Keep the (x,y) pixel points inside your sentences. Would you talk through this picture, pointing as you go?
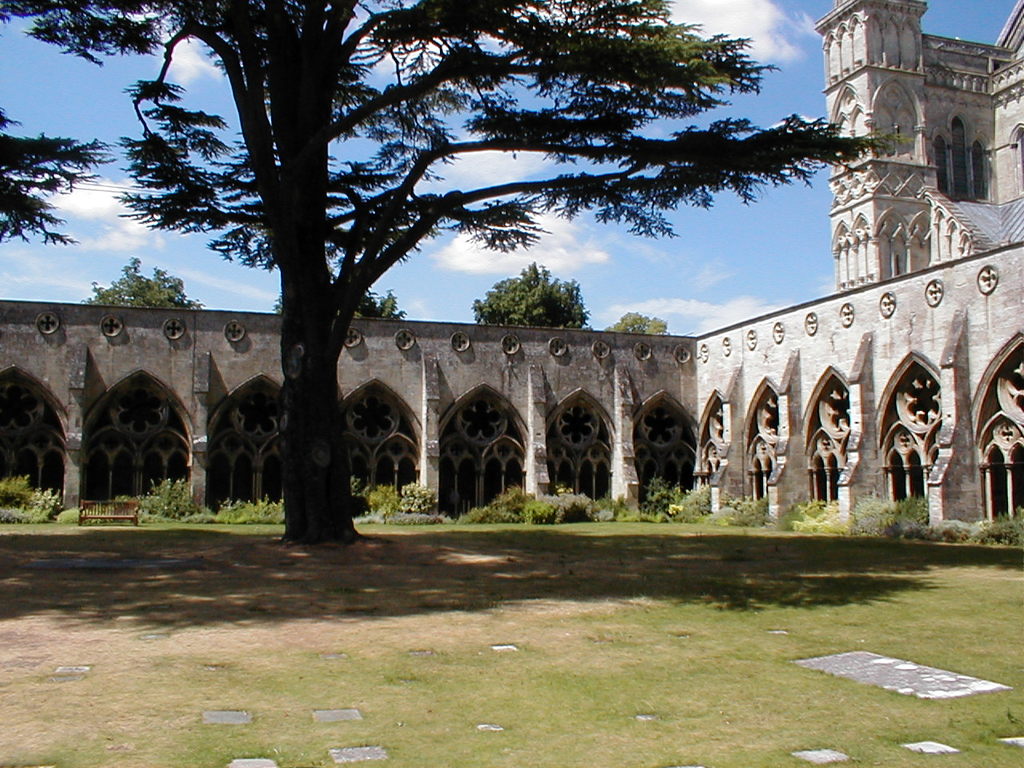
In this picture we can see grass (674,695), tree (268,106), ground (331,565), pillars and building (892,307). In the background of the image (558,226) we can see trees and sky (800,26) with clouds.
